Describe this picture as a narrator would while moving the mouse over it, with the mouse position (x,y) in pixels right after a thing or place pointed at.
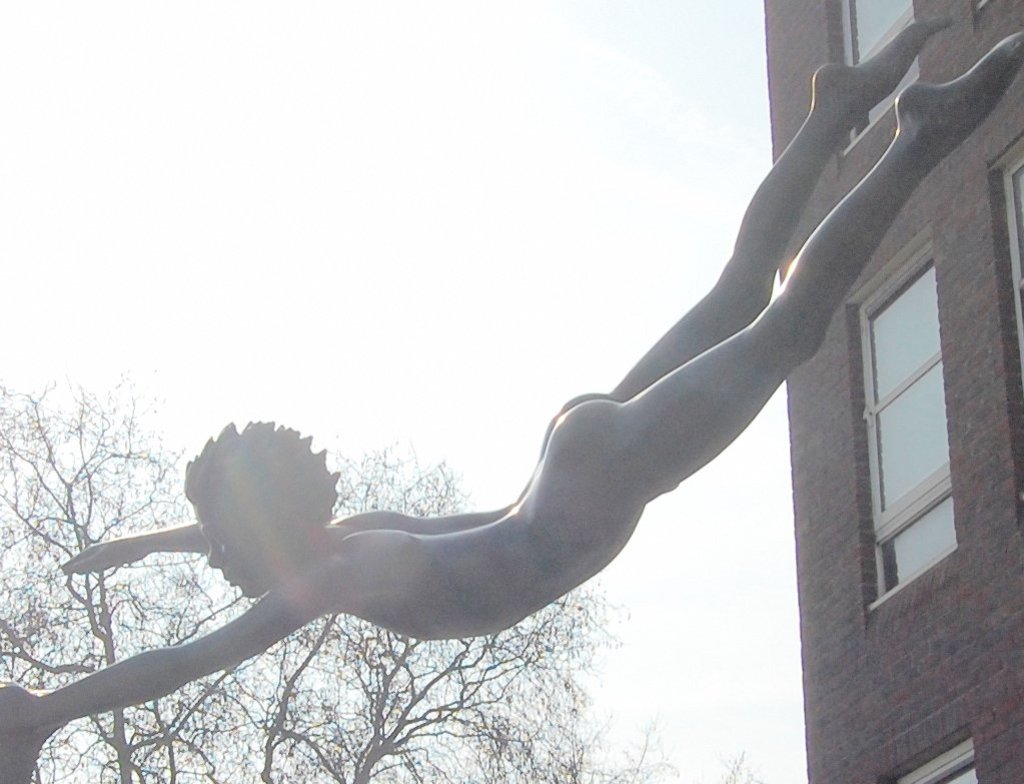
In the background (608,730) we can see sky (653,737) and a tree (465,710). In this picture we can see sculpture (833,282), building (977,360) and windows (911,491).
